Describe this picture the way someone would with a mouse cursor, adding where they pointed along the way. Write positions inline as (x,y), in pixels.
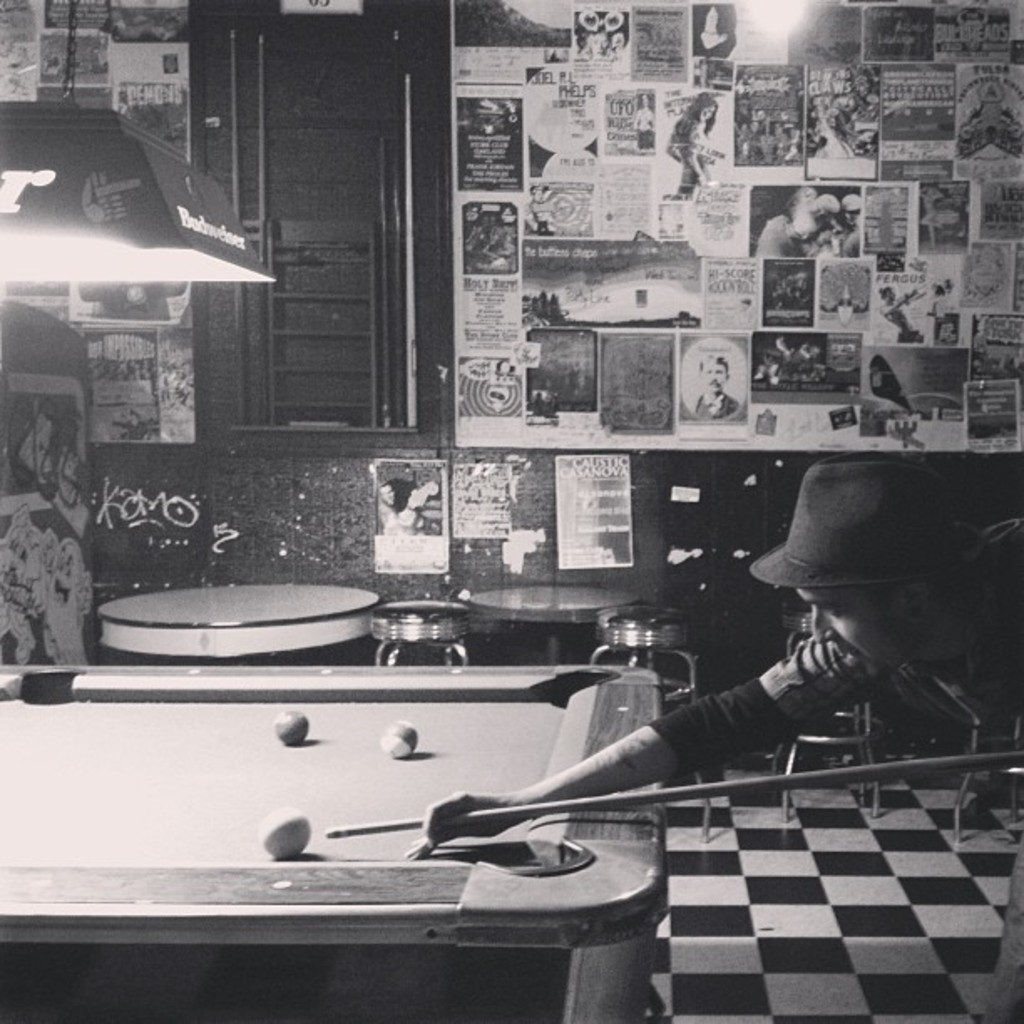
This is a black and white image. We can see a man (655,749) holding a stick (655,795). In front of the man (728,737), there are balls (300,846) on the snooker table (210,740). Behind the snooker table (357,685), there are stools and those are looking like posters (520,46) which are attached to a board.
